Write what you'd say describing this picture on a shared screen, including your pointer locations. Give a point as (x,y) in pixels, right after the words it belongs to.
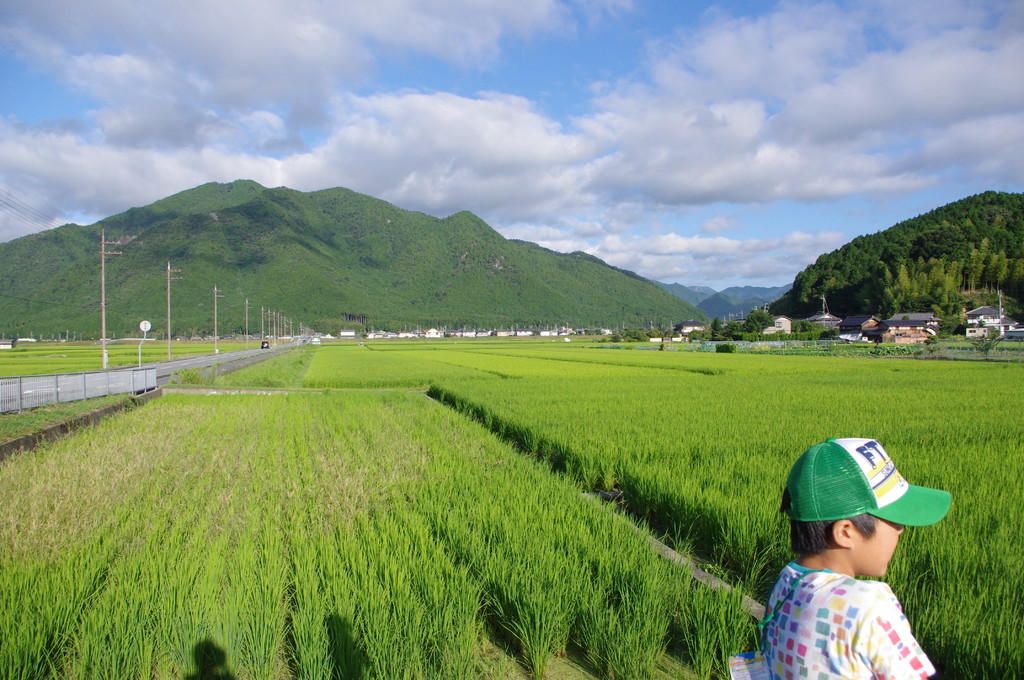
In this image there are agricultural fields (408,420) in the middle (467,409). In the background (468,278) there are hills (946,249). At the top (486,45) there is sky (493,62). On the left side (197,359) there is a road (224,363) on which there is a car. Beside the road (247,351) there are electric poles (247,311). On the right side (832,321) there are houses (932,320) beside the farm (803,343). At the bottom (838,563) there is a kid (794,575) standing on the field (696,649) by wearing the green colour cap (829,491).
